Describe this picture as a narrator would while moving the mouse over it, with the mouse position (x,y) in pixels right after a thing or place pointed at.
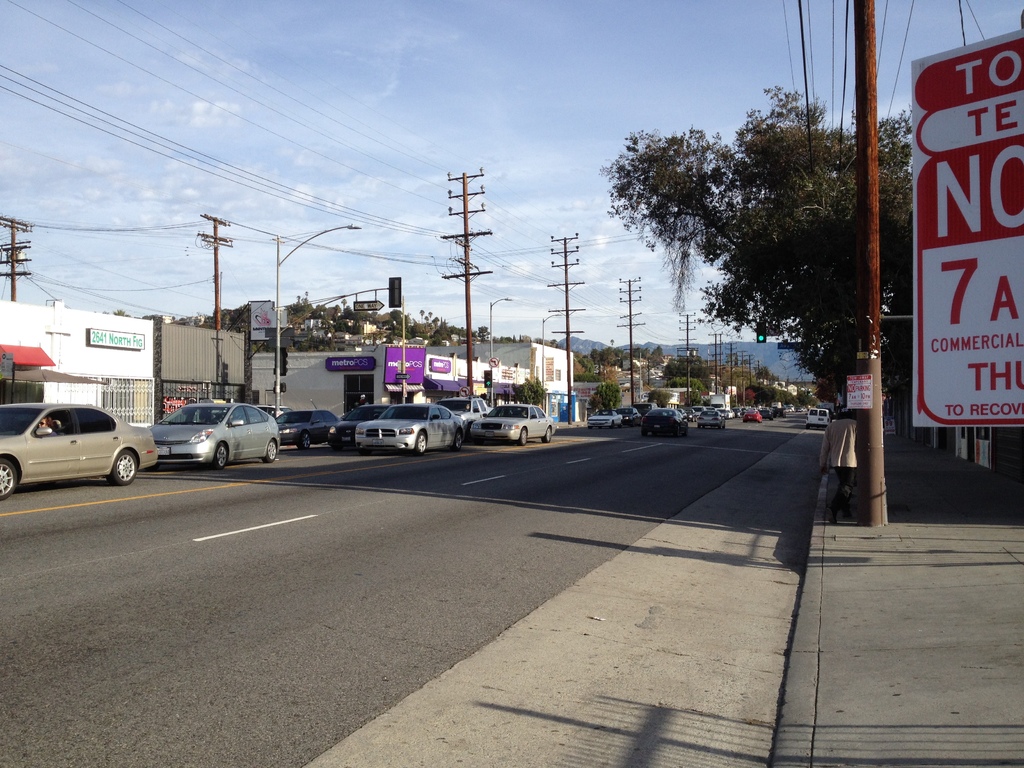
In this image I can see the road (544,571), the sidewalk (904,623), few poles (860,134) on the sidewalk (902,597), few persons (838,417), few wires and few vehicles (497,420) on the road (296,450). I can see few trees (901,259) and few buildings (78,350) on both sides of the road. In the background (601,285) I can see the sky (582,279).
